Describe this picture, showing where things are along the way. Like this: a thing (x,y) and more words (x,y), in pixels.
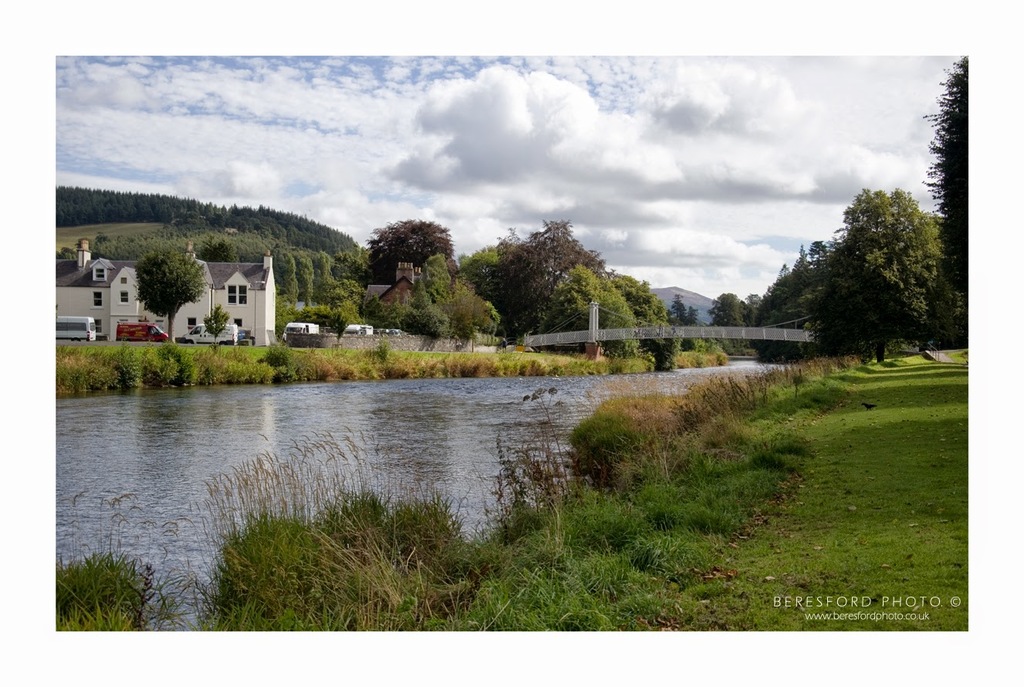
This picture is clicked outside. In the foreground (887,455) we can see the green grass (685,444), plants (297,554) and a water body (503,421). In the background (707,289) we can see the sky (493,95) which is full of clouds (471,104) and we can see the trees (307,280), buildings (97,313), vehicles (359,331), bridge (786,333) and at the bottom right corner (894,608) we can see the text (828,616) on the image.
